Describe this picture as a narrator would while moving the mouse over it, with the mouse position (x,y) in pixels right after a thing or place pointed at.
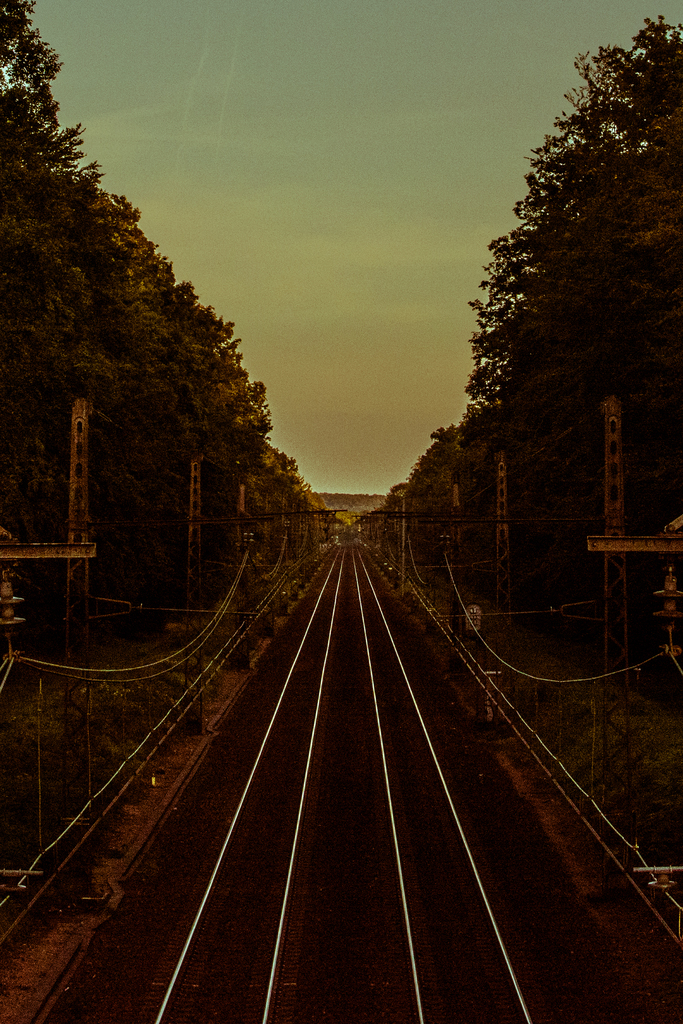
This picture is clicked outside. In the foreground (322,892) we can see the railway tracks (424,801). On the right (566,638) and on the left (115,541) we can see the trees (45,506) and the metal rods (618,416). In the background (325,270) there is a sky (381,417) and we can see the plants (285,586) in the center (292,548).
